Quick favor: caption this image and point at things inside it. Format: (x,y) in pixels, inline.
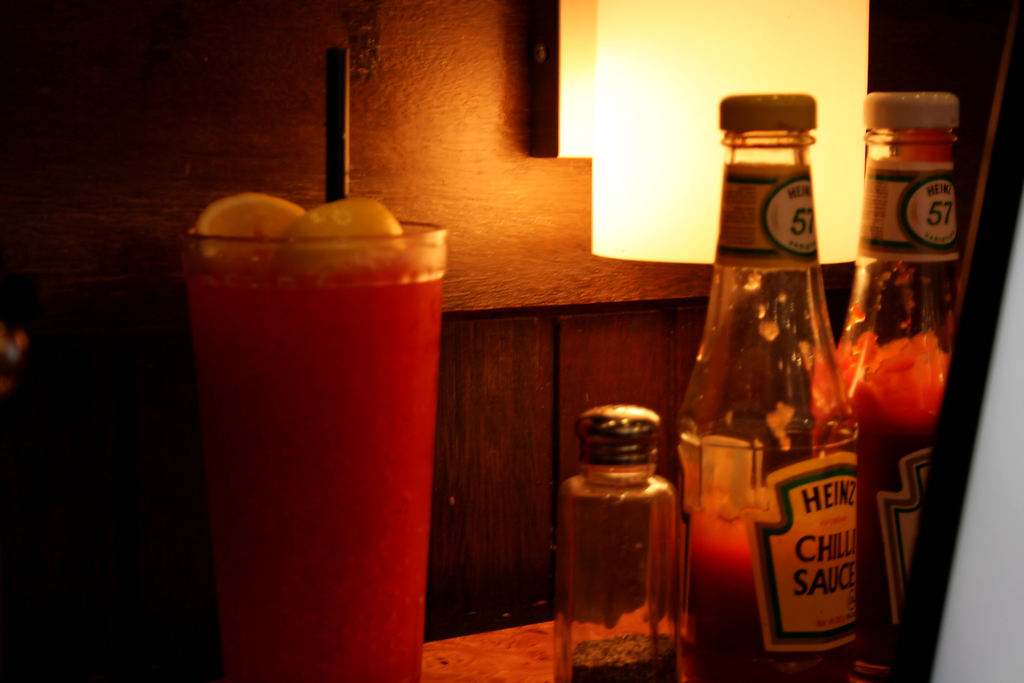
In the image we can see glass (332,340), straw (343,196) and sauce bottles (774,398) on the table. On the right (975,648) we can see board (979,510), in the background (664,160) there is a light (693,142) and wooden wall (315,156).
